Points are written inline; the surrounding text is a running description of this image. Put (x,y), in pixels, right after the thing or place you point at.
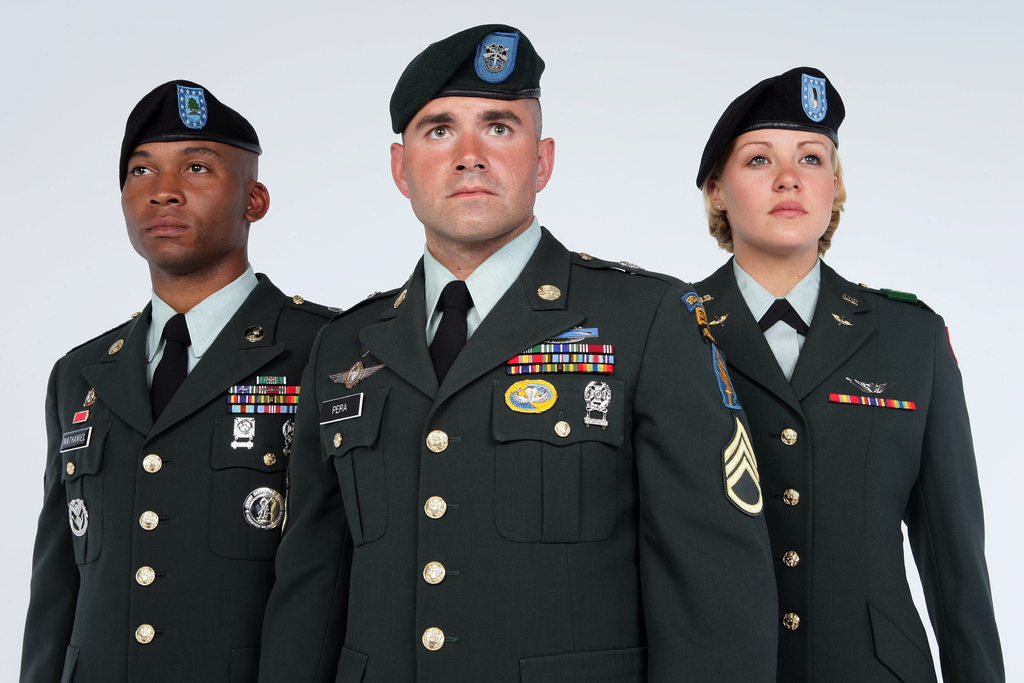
In this image, we can see persons (502,392) wearing clothes (644,441) and caps (185,115).
